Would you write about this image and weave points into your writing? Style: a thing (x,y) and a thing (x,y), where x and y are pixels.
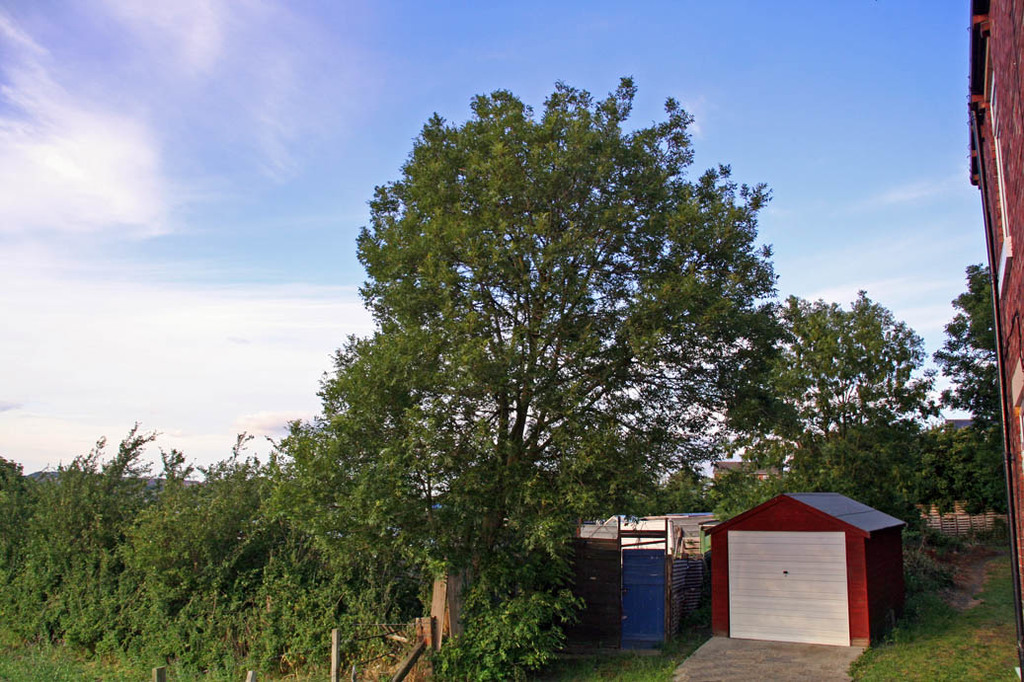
In this picture I can see many trees (447,500), plants (277,567) and grass (953,630). In the bottom right (1020,540) I can see the sheds (832,576) and building (1019,491). At the top (170,97) I can see the sky (292,58) and clouds (18,325). At the bottom (415,642) I can see the fencing (426,632) and wall partition (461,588).
